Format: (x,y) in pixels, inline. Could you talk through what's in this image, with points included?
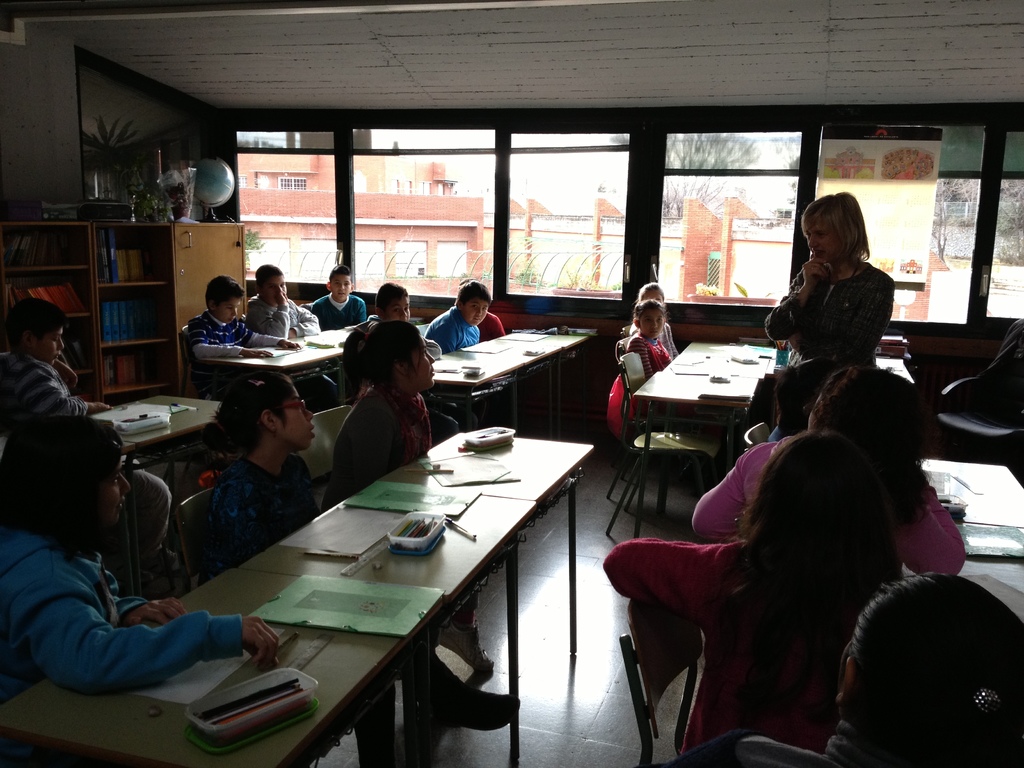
In the image we can see group of persons (472,339) were sitting on the chair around table (426,461). on table (416,477) we can see box (281,682), pens (259,704), pad (369,617), papers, scale (367,560), rubber (463,450) etc. In the right side (802,355) there is woman (782,323) standing. In the background (568,130) we can see glass window (595,244), globe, building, cupboard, shelf (156,286), books (39,251), recorder (123,215) and wall (33,137).
